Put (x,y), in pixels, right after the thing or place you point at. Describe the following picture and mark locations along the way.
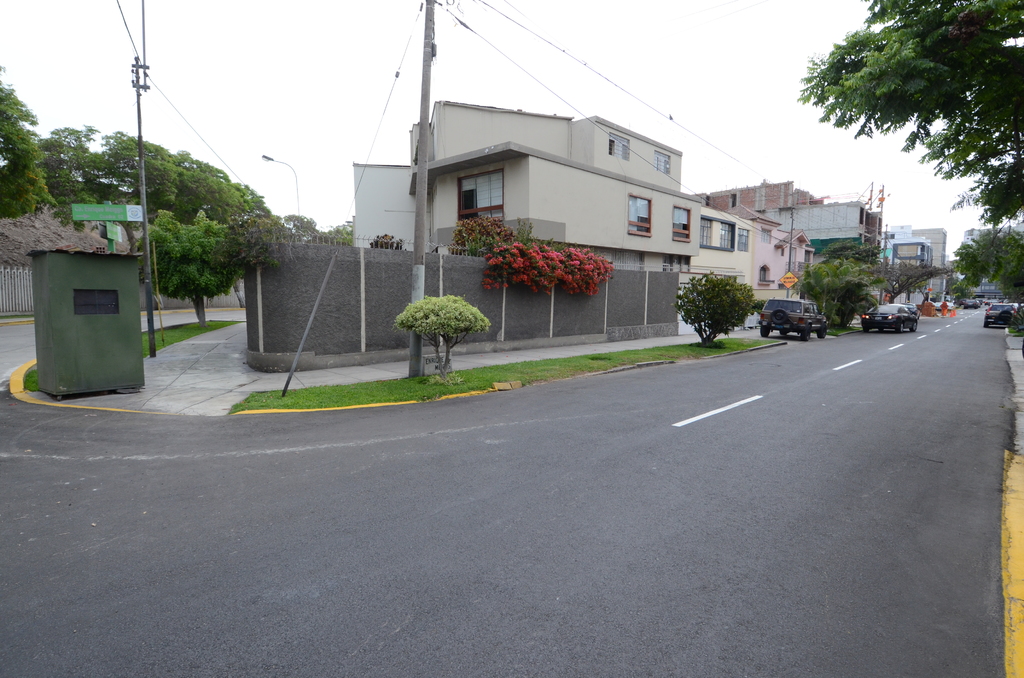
In this image in the center (665,229) there are some houses (934,248) trees (941,274) plants (550,269) and flowers (558,273), and also at the bottom (351,518) there is road (570,563) on the road (926,479) there are some vehicles (764,327) and footpath (241,364) and some grass (321,399). On the left side (129,338) there is one box (124,292) and we could see some poles (419,265) and wires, on the top of the image (402,43) there is sky (679,67).
